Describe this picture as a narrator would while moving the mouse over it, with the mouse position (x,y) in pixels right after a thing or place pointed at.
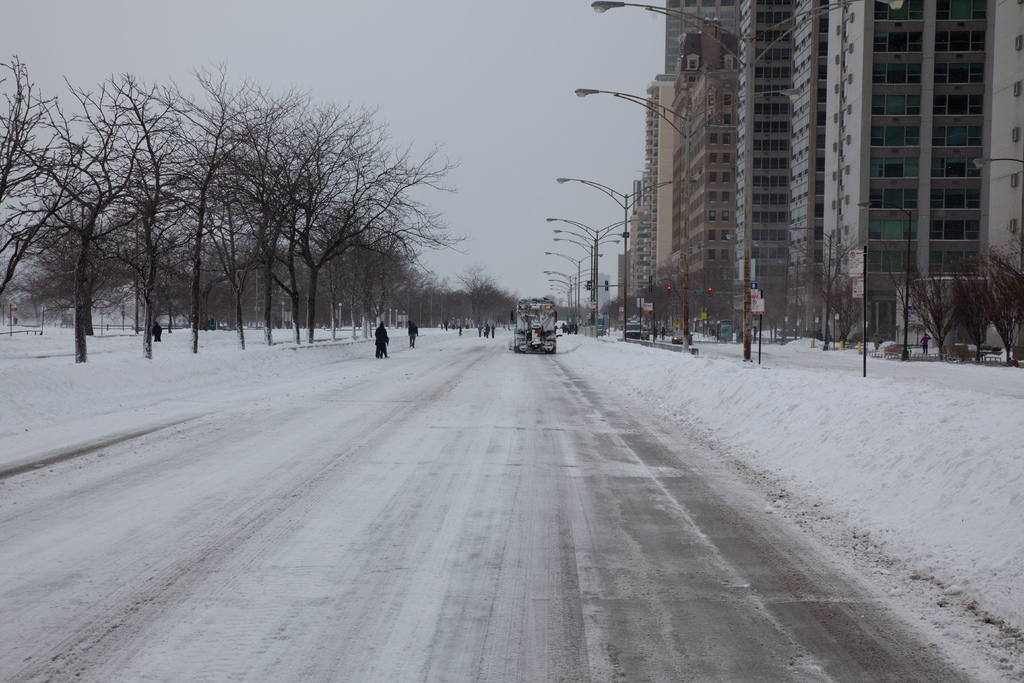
This picture shows few buildings (1013,135) and few pole lights (579,242) and trees (429,307) and few of them walking and we see snow (733,402) on the ground (686,398) and a vehicle (549,326) moving on the road (525,402) and a cloudy sky (489,31).
